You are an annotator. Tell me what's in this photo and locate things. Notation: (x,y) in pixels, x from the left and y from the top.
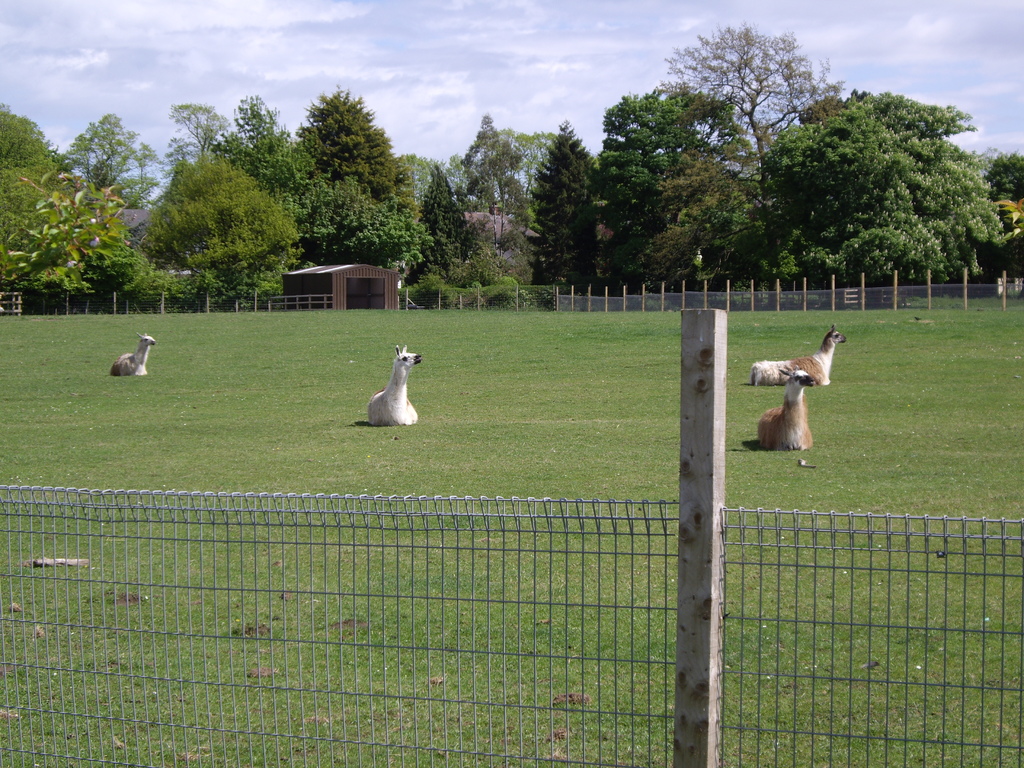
In this image in front (842,590) there is a metal fence (551,604). There is a wooden pole (703,628). There are animals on the surface (527,412) of the grass (364,445). In the background of the image (387,273) there is a garage (320,305). There is a metal fence (289,307). There are trees (552,186). At the top of the image (494,51) there is sky (483,47).
